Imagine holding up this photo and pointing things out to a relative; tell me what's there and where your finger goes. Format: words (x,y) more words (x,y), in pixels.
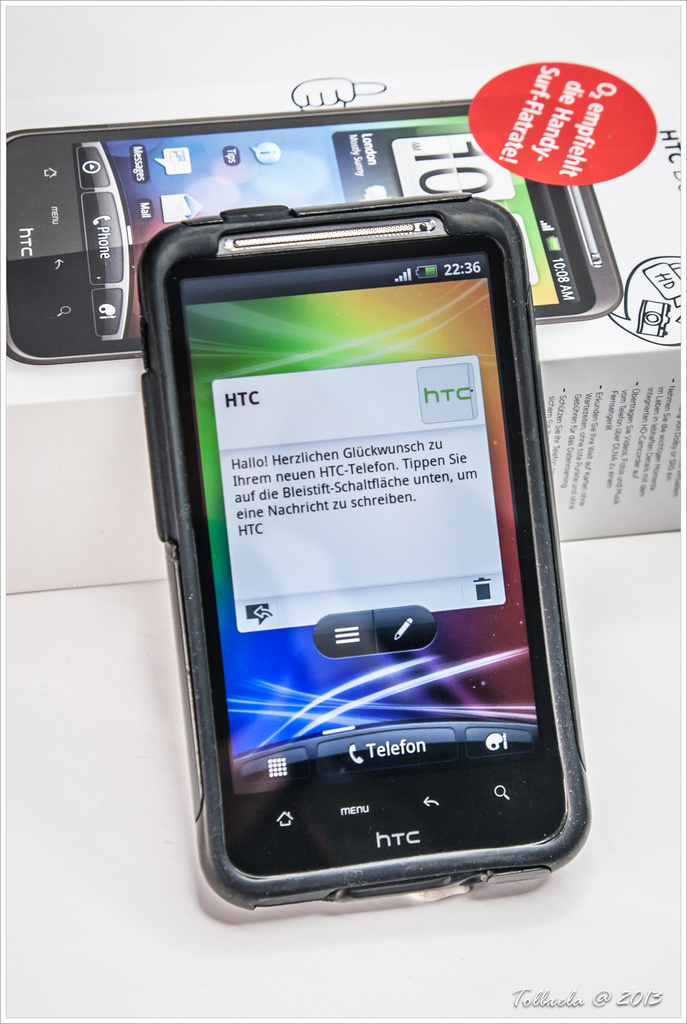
In this picture, we can see mobile phone (420,764) and a box (251,119) with some text (517,140) and some images (429,179) on it, we can see the white background (640,665), some text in the bottom right side of the picture (589,995).
